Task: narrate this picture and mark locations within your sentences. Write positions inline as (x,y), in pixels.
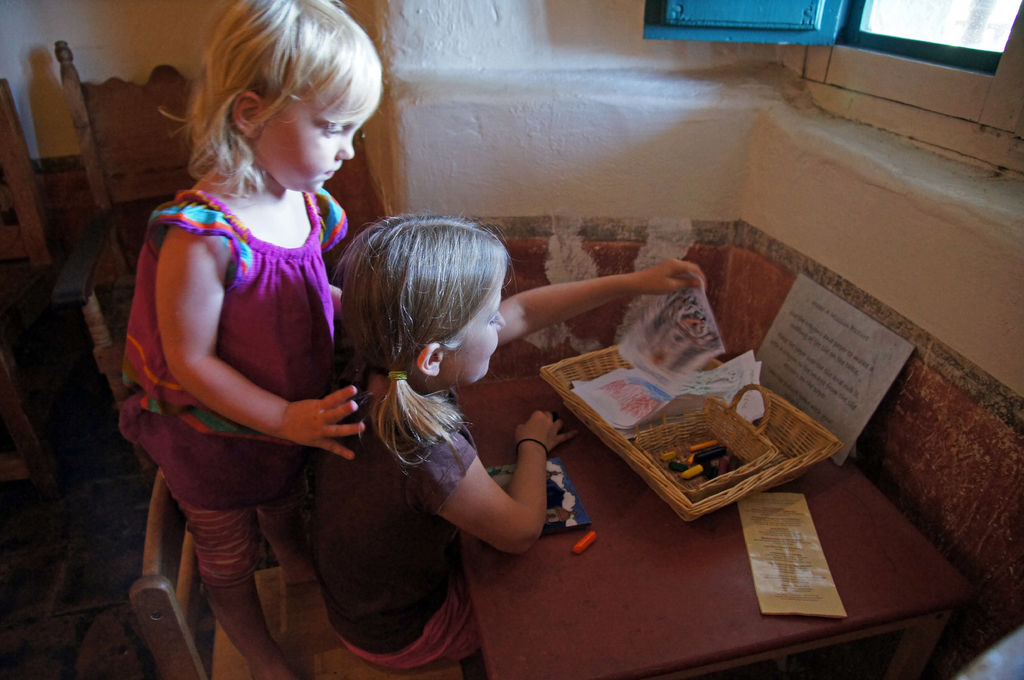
In this image we can see two baby girls (425,632). One (457,641) is sitting and other one (210,389) is standing on this wooden chair (159,623).
